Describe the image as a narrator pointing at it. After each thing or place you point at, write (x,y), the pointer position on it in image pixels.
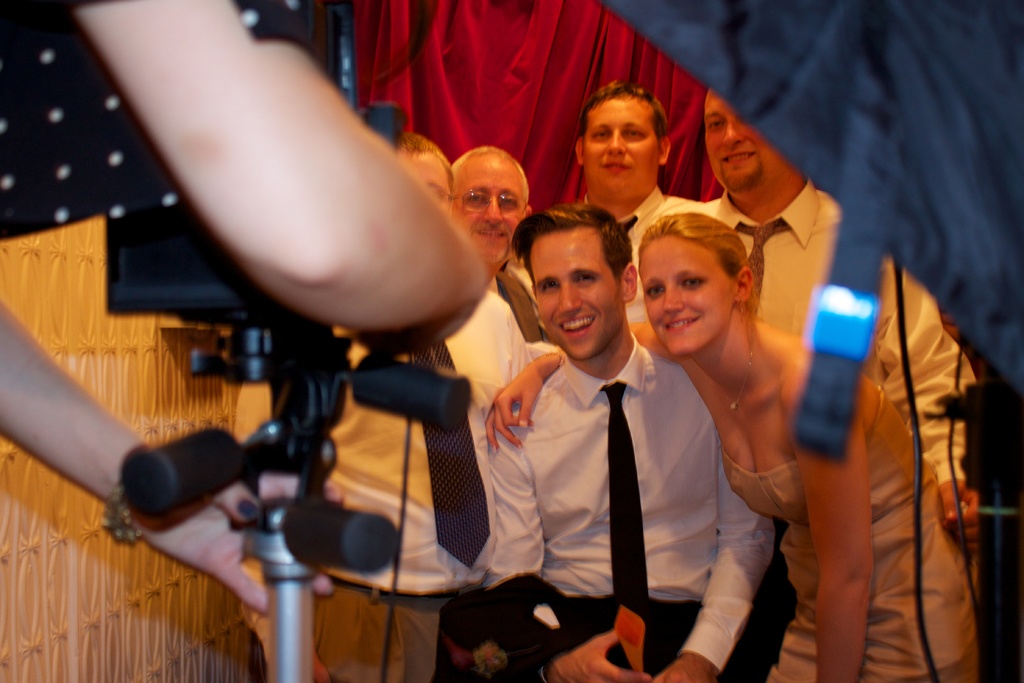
In the center of the image (576,318) some persons (497,350) are there. On the left side of the image (165,189) a person (195,173) is holding a camera (283,310), stand (327,551). In the background of the image (521,99) curtain (535,93) is there. On the left side of the image (128,564) wall (109,566) is there.
